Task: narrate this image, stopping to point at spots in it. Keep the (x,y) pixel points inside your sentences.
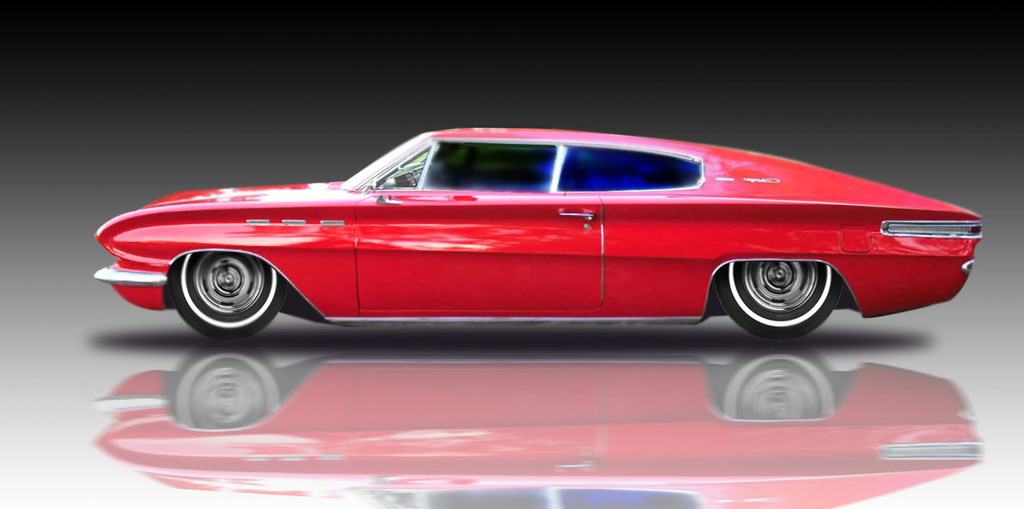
In this picture we can observe a car (396,252) which is in red color. This car (363,269) is placed on the white color surface (368,424). The background (833,56) is in black color.
